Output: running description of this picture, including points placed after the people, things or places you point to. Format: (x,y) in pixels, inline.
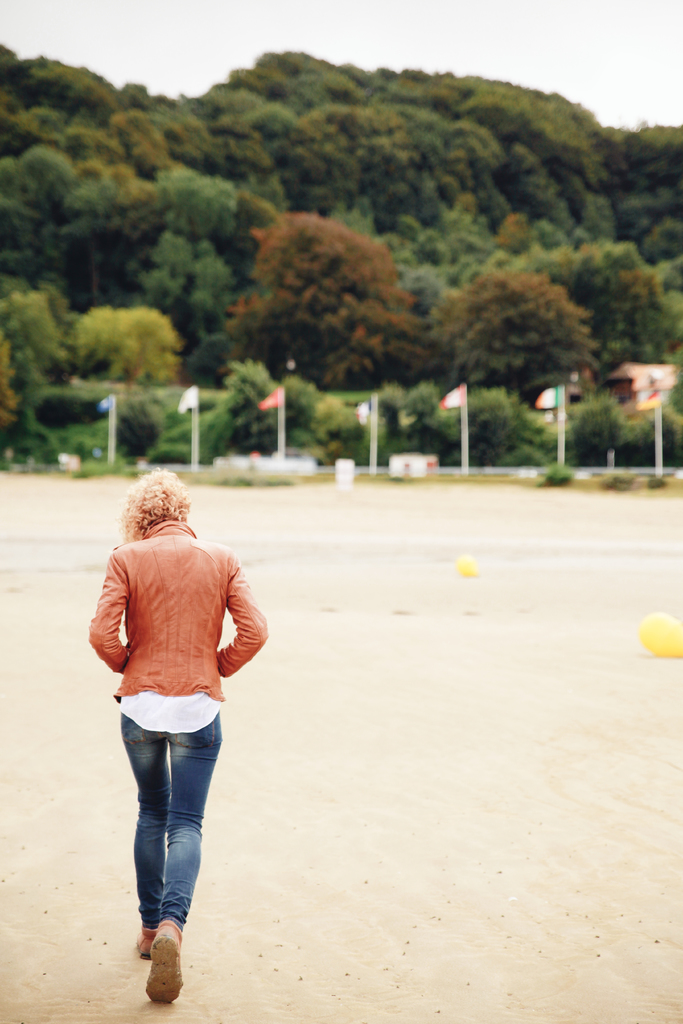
In the foreground of the image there is a person (261,628) walking. In the background of the image (261,336) there are trees (278,301). There are flags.
